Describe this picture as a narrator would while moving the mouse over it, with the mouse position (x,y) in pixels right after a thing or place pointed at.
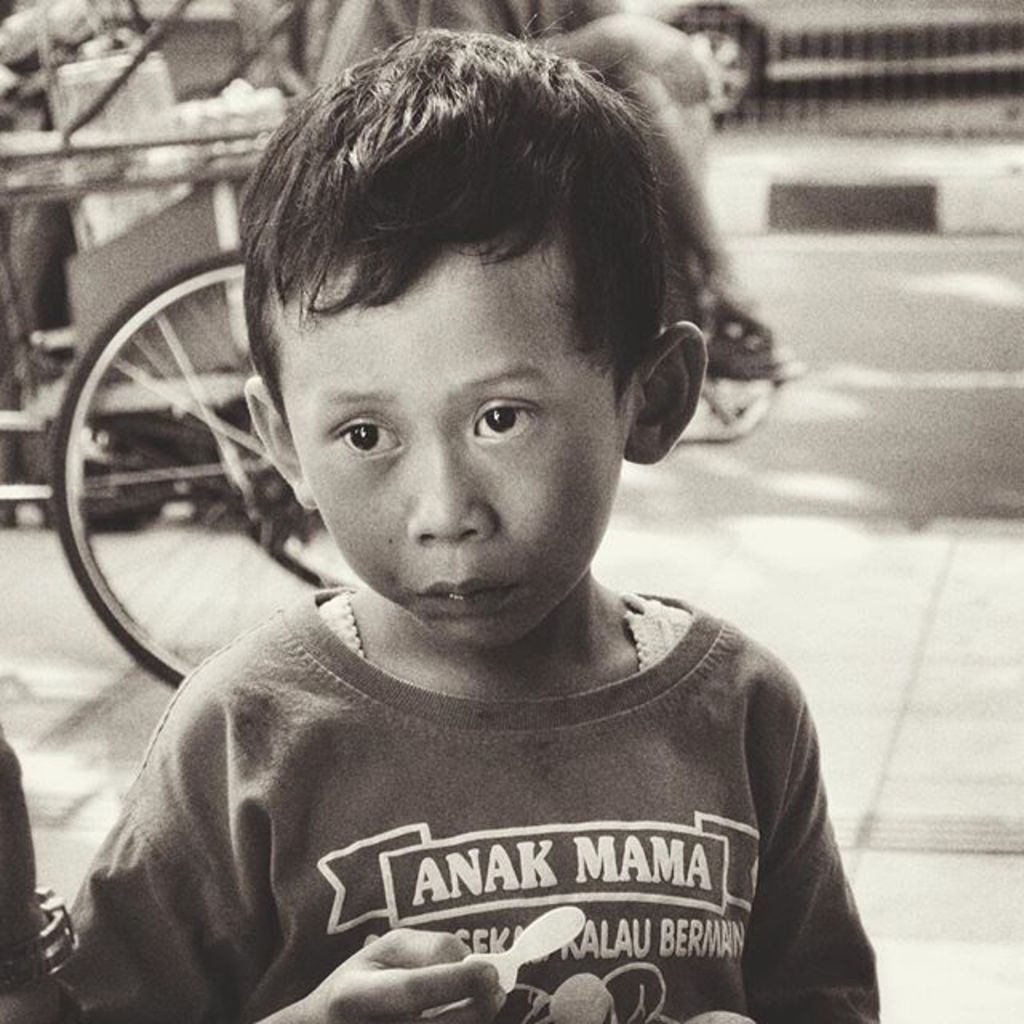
This is a black and white image. In this image we can see a boy (401,909) holding something in the hand (459,973). In the background (169,471) we can see a tire (116,341) and some other items (268,126). And it is blurry in the background (703,211).
